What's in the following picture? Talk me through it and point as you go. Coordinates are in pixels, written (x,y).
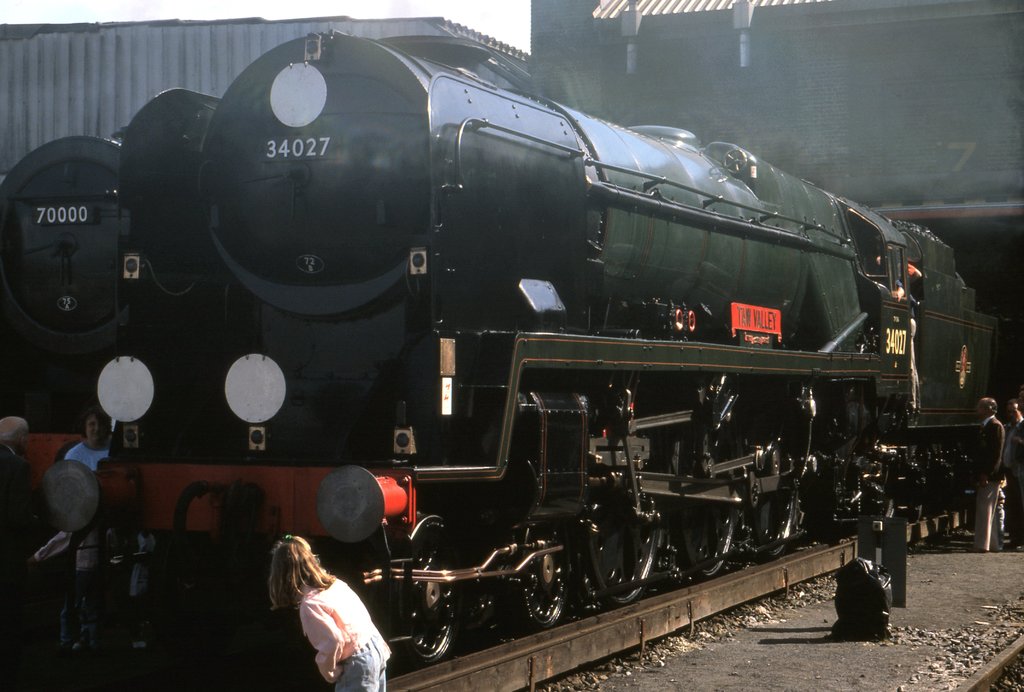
In this image in the front (342,624) there is a girl (345,649) standing and in the center (352,360) there are trains (312,378) and there are persons (1020,419). In the background (1000,411) there are buildings (576,59).
